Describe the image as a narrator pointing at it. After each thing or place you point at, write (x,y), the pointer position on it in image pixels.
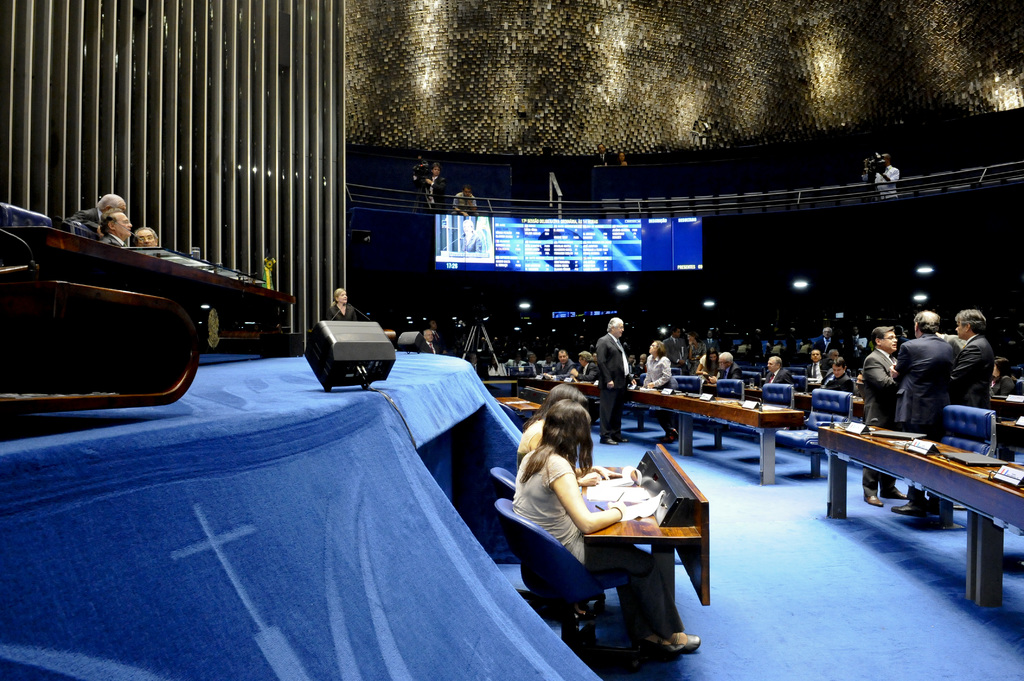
Few persons (95,213) sitting on the chair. Few persons (976,353) standing. We can see chairs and table (777,426). On the table (892,453) we can see book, board (1010,478). On the background (541,264) we can see screen (481,221).
